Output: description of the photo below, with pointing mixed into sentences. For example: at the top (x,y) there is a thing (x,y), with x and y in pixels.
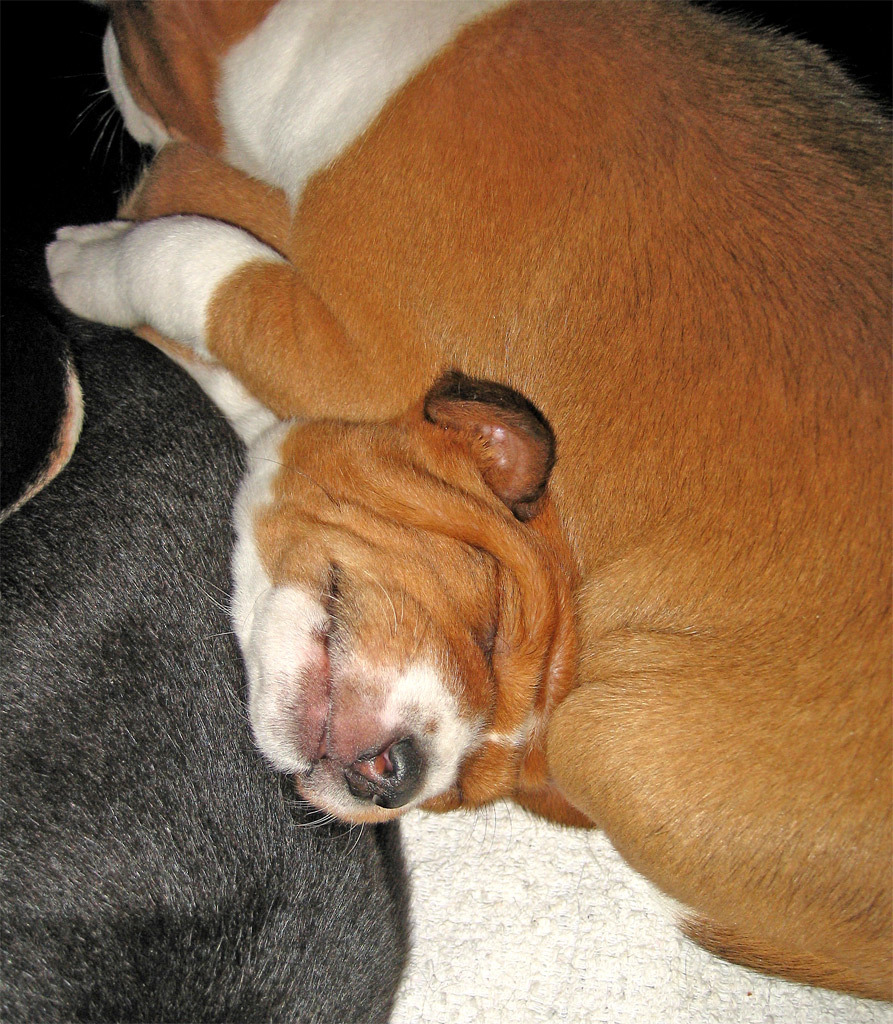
In this picture we can see few dogs (504,642).
